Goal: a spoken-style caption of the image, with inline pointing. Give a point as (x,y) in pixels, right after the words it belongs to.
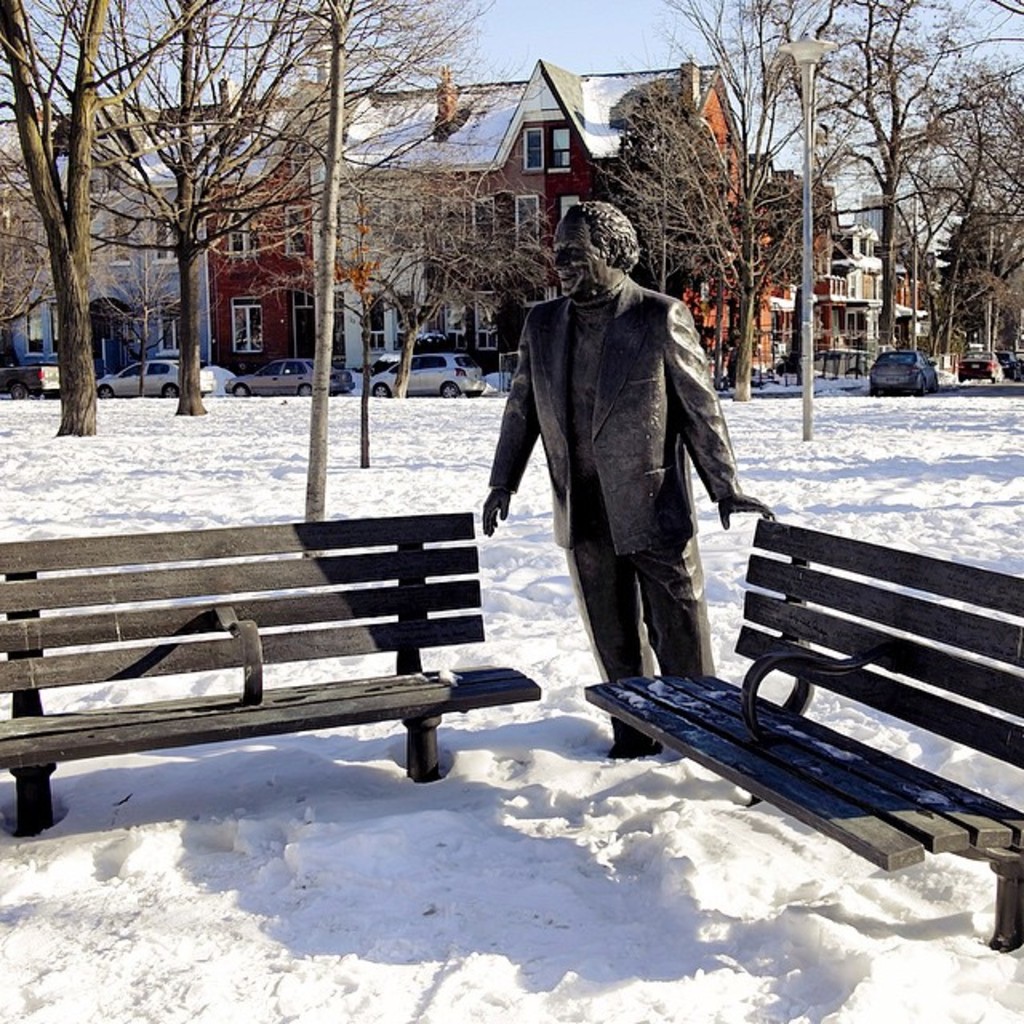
In this image in the center (624,471) there is a statue (609,447) of a person (583,601) and there are benches (476,670), at the bottom (165,841) there is snow (740,471) and in the background (974,196) there are trees (470,218), houses (124,198) and some vehicles (36,375). At the top (757,73) there is sky (595,57).
